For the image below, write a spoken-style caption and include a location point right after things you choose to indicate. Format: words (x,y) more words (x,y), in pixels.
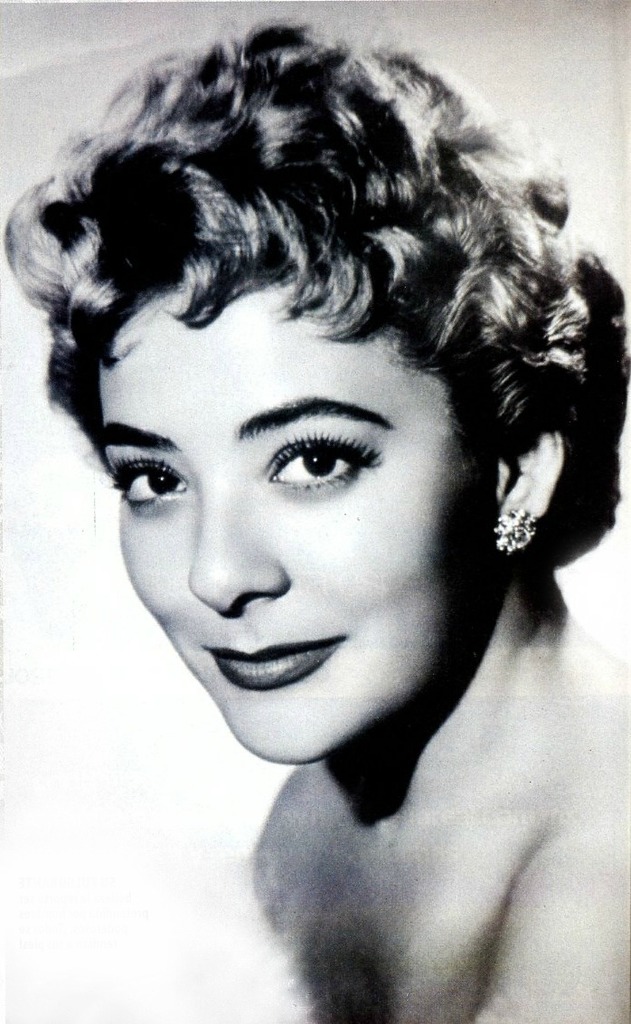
In this picture we can see a woman (211,633), she is smiling, and it is a black and white photography.
